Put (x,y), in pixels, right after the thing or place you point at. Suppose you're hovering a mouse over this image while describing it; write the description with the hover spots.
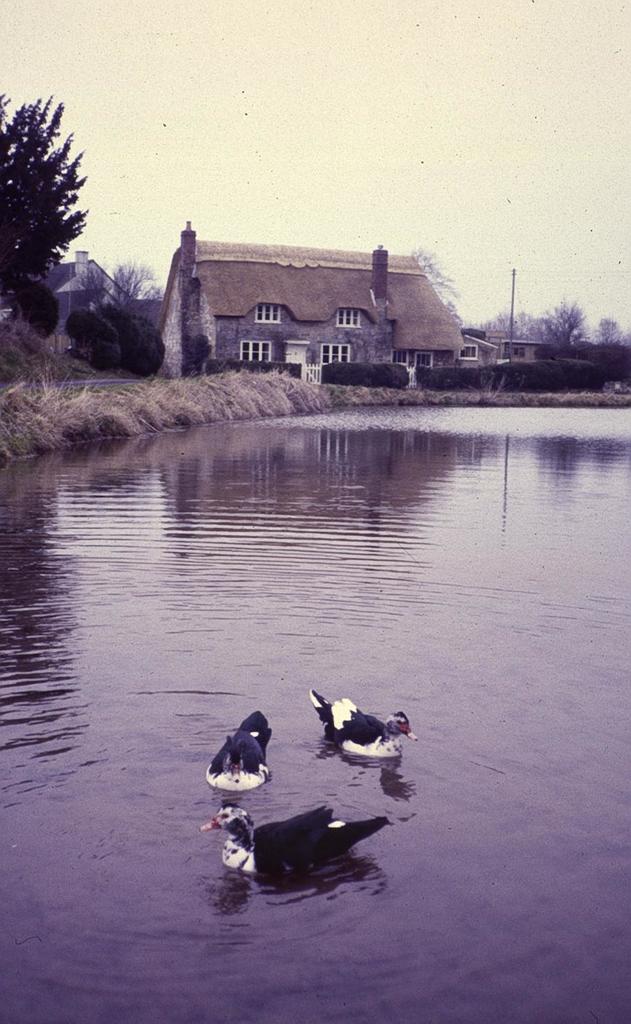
In this picture I can see there is a lake (335,755) and there are three ducks (310,863) swimming in the water (277,909) and on to left (59,372) there is grass (124,392) and there is a building (312,289) in the backdrop (269,353) and there are trees (52,253) and there is a electric pole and it has cables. The sky (318,243) is clear.
